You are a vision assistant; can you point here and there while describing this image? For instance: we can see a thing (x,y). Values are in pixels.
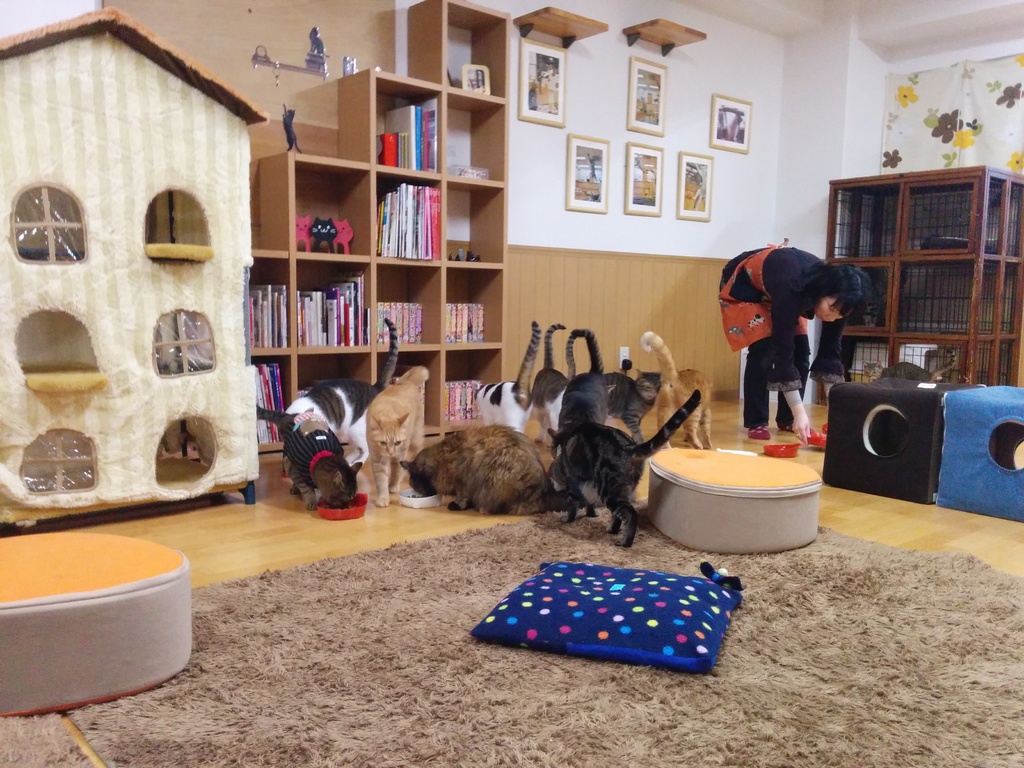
In this image, I can see the cats (671,362) and a person (804,382) standing. I can see the pet beds (725,486), a cushion (552,614) and carpet (836,620) on the floor (869,535). These are the books (362,288) and few other objects (454,174) in the rack (447,353). I can see the photo frames (653,86) attached to the wall (670,165). On the right side of the image (893,316), these are the cages (955,299). On the left side of the image (73,451), I can see a pet house (125,405).
